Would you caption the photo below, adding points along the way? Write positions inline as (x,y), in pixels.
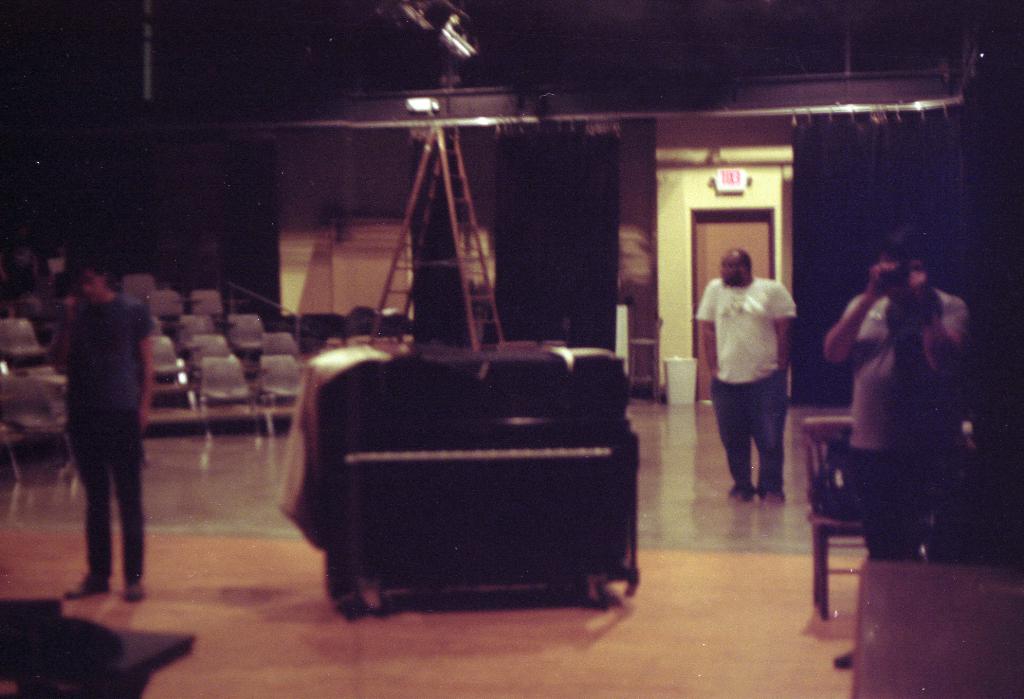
In this image we can see persons (891,325) standing on the floor (305,599) and one of them is holding camera (890,305) in the hands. In the background (209,343) we can see chairs (223,344), railings (255,293), ladder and bin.
